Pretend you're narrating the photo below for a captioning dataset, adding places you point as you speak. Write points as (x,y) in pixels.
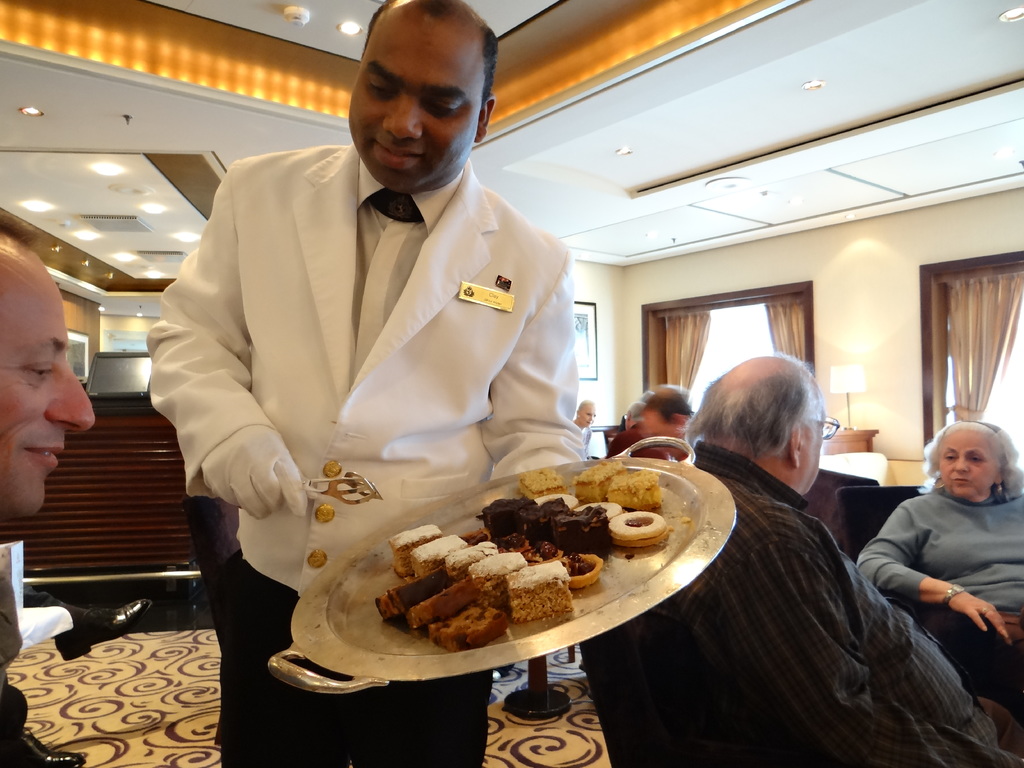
It is a restaurant (848,183), the waiter (379,298) is serving food (472,614) to the person (46,452) in front of him and behind the waiter (537,363) there are some other people (861,616) sitting on the chairs (907,493) and discussing, in the background (759,292) there are two windows (929,342) and curtains (703,339) in front of the windows (748,330) and there are beautiful lights (85,234) fit to the ceiling (275,1) of the restaurant (175,132).
